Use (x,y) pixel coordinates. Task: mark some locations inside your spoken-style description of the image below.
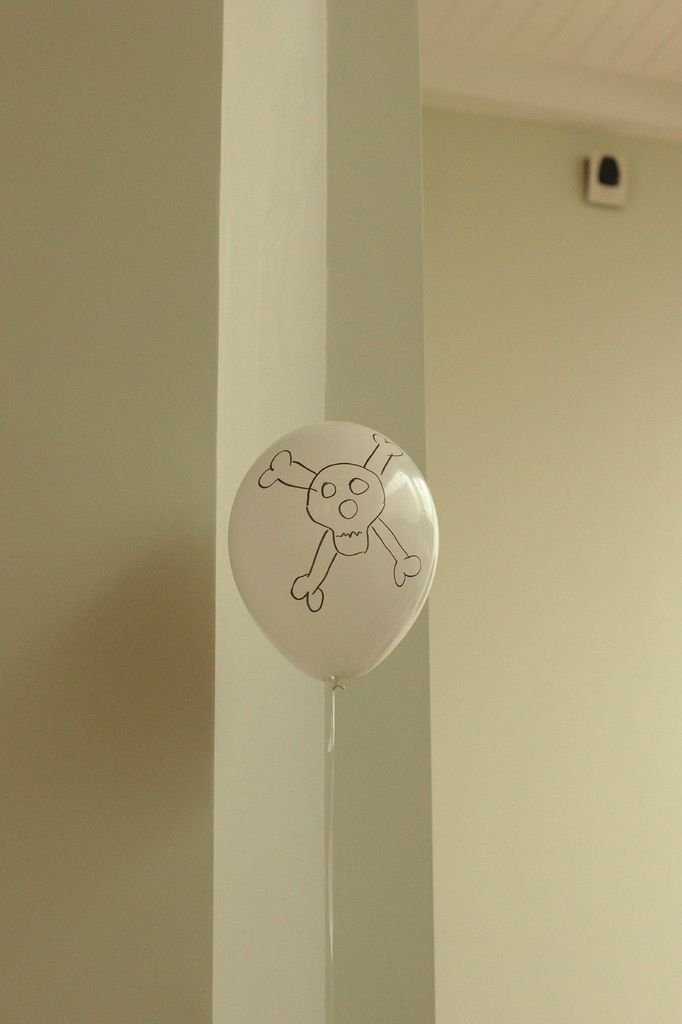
In this image we can see a balloon (356,539), with a skull image (358,500) on it, also we can see the wall (406,385), speaker (614,183), and the ceiling (642,46).
